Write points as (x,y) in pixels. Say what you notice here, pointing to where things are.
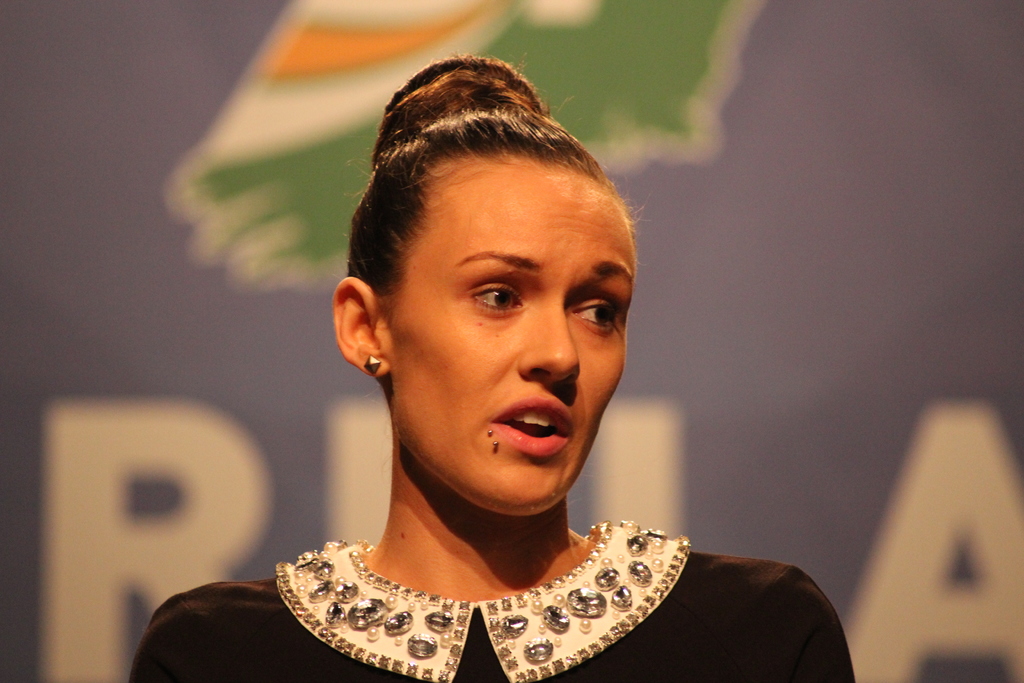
In this image there is a woman (569,589) with black and white dress (224,634), and in the background (83,384) there is a board (118,235).
